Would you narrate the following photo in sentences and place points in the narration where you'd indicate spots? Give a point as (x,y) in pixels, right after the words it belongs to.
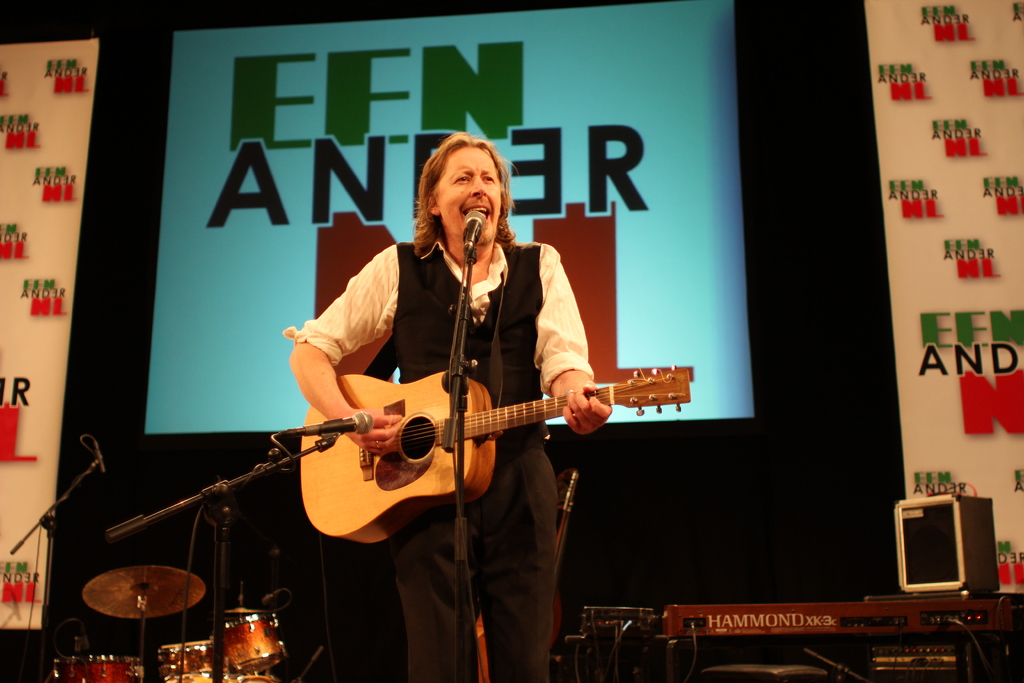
In this image a man (522,452) is playing guitar (406,460) along with singing. There are mic (468,228) in front of him. Behind him there is keyboard (702,630) and drums (244,626). In the background (244,184) there is screen (251,147), wallpaper (913,280).
